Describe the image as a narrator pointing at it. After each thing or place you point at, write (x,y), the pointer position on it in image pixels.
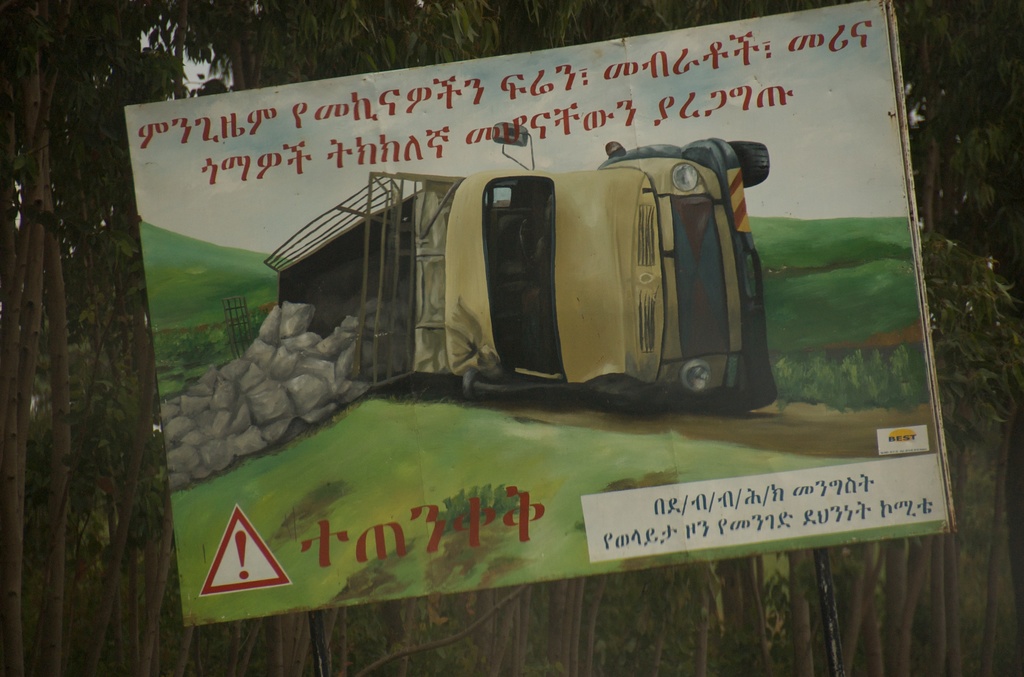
In the picture I can see a board (628,392) which has painting (537,408) of vehicle (526,385), the sky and something written on it. In the background (629,26) I can see trees (5,606).
